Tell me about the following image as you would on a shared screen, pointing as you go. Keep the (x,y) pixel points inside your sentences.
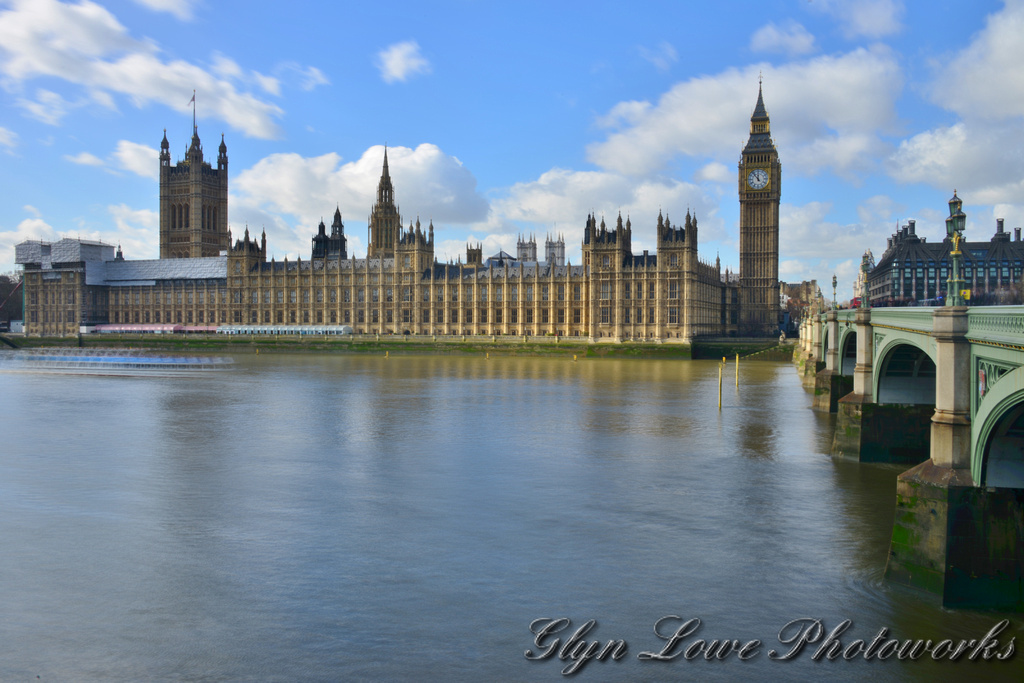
This is the picture of a city (984,287). In this image there are buildings (669,263) at the back (689,261). On the right side of the image (951,522) there is a bridge (978,530) and there is a building (938,292) and there is a clock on the wall (754,283). At the top (806,145) there is sky (436,56) and there are clouds (743,133). At the bottom (385,514) there is water (378,441). In the bottom right (919,649) there is a text (882,649).
